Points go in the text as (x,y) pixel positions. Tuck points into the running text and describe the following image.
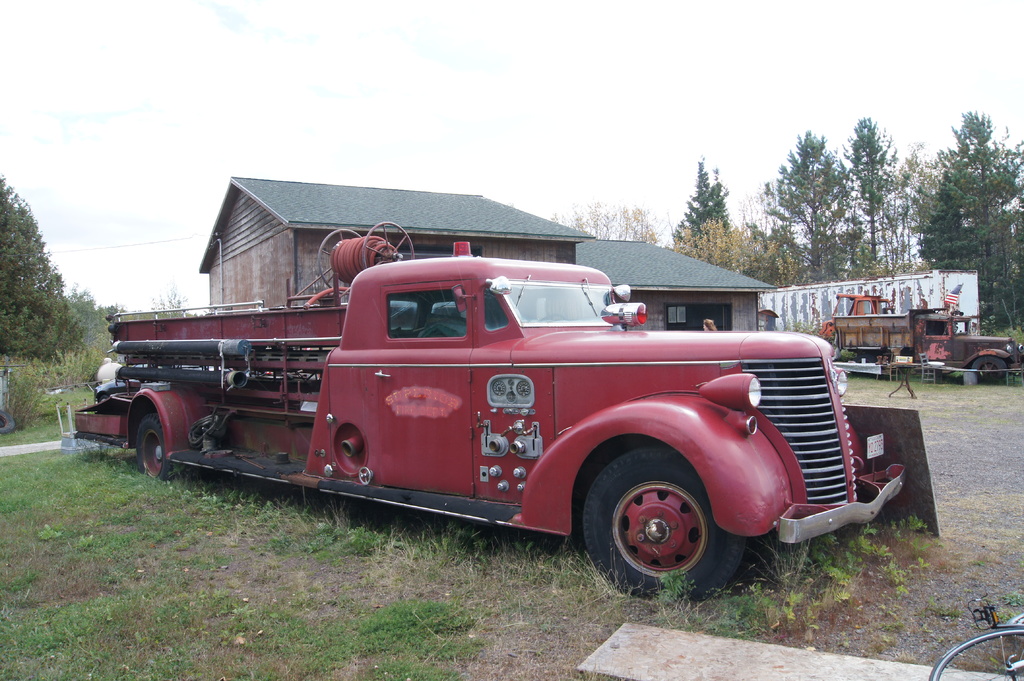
In the picture there is a vehicle (481,438) and behind the vehicle (551,292) there is a house (552,226) and beside the house (749,306) there are two damaged vehicles (896,319) and around the house (345,214) there are plenty of trees (702,205).
